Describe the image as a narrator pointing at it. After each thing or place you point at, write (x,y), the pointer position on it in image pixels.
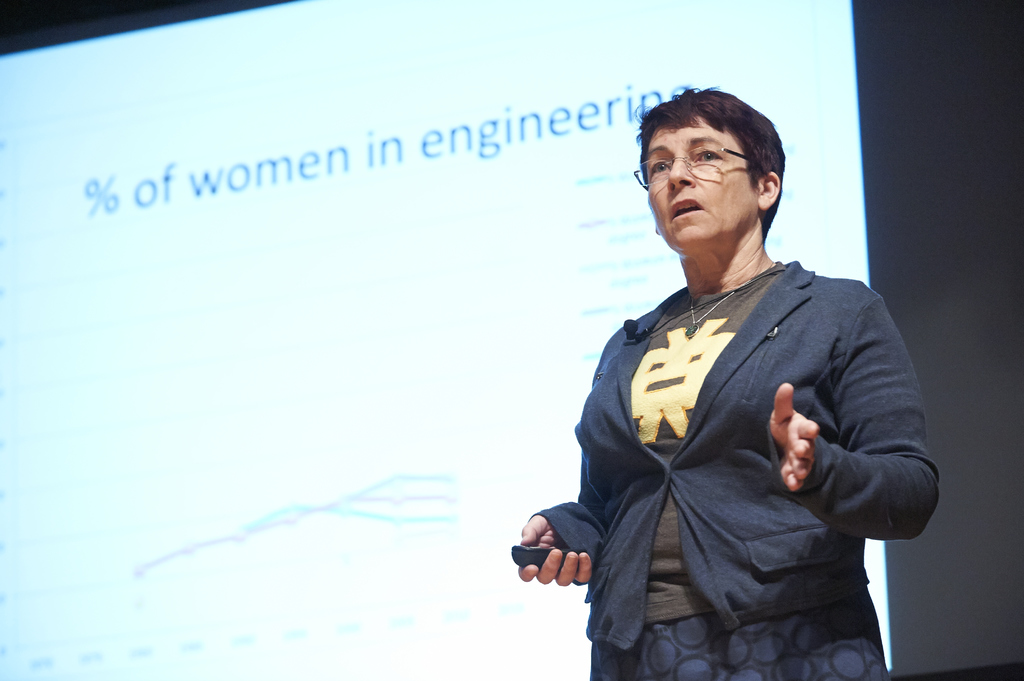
There is one woman (688,444) standing and holding an object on the right side of this image (698,224), and there is a screen (533,346) on the wall (918,283) as we can see in the background (466,164).
